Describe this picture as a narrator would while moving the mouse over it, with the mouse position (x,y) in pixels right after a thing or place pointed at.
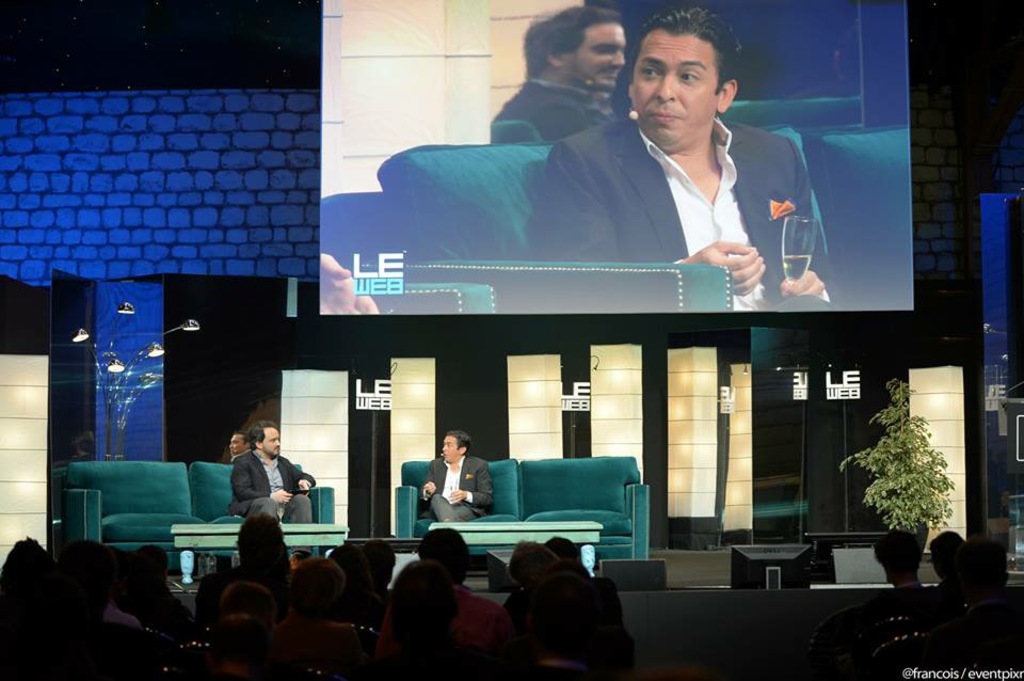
In the foreground of this image (299,615), on the bottom (299,615), there are persons (505,623) sitting on the chairs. In the background (492,492), there are two men (444,500) sitting on the couches (534,491) and in front of them, there are tables (217,530). On the left (117,371), there are few lights (158,352). On the right (914,454), there is a plant (914,476). On the top (762,117), there is the screen (546,170).
